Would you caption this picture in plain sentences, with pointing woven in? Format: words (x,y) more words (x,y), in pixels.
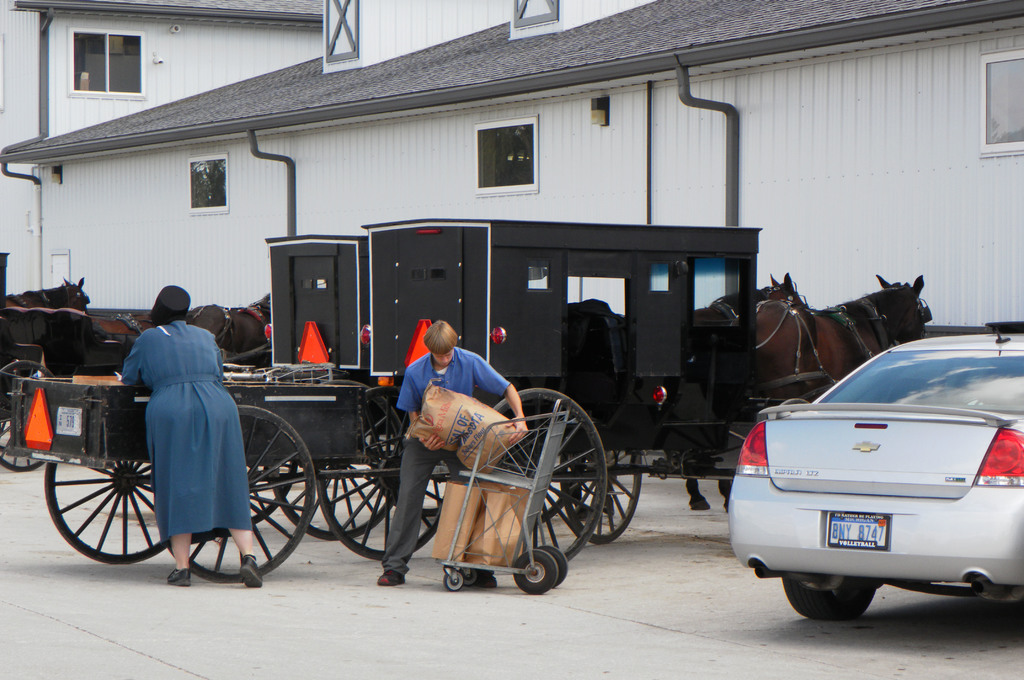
In this image we can see two people (401,404). There is a car (766,502) and we can see carts (316,310) on the road (6,611). In the background (228,172) there are sheds (194,108) and we can see carry bags (506,529) placed on the trolley (515,466).
